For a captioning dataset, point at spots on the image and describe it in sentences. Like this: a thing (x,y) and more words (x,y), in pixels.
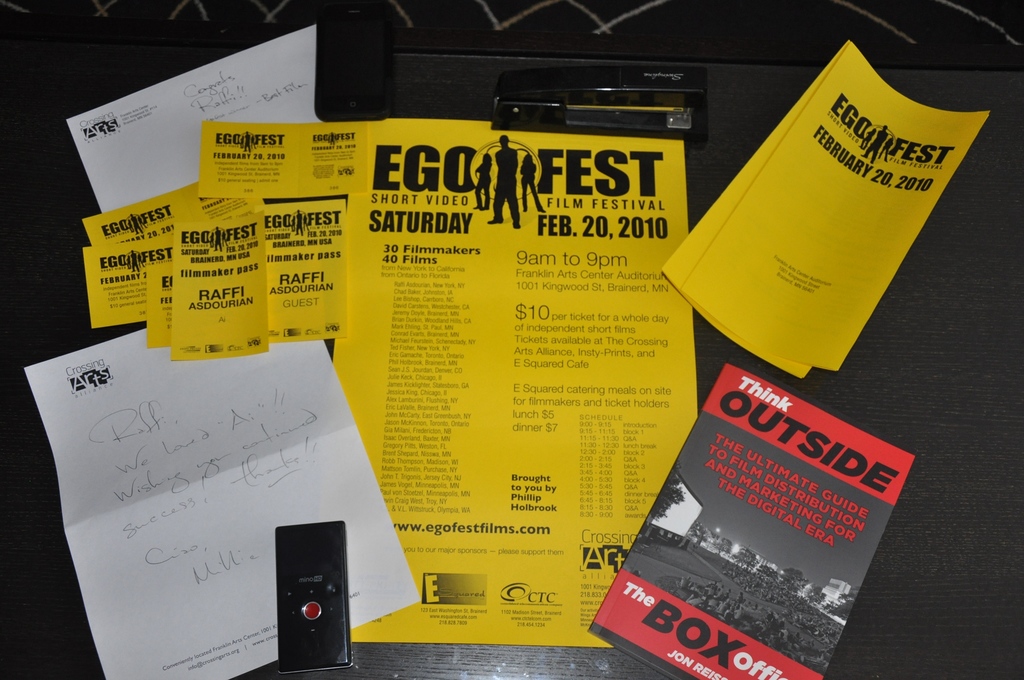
In this image, we can see papers (537,336) and magazines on a table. In the background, there is a table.
